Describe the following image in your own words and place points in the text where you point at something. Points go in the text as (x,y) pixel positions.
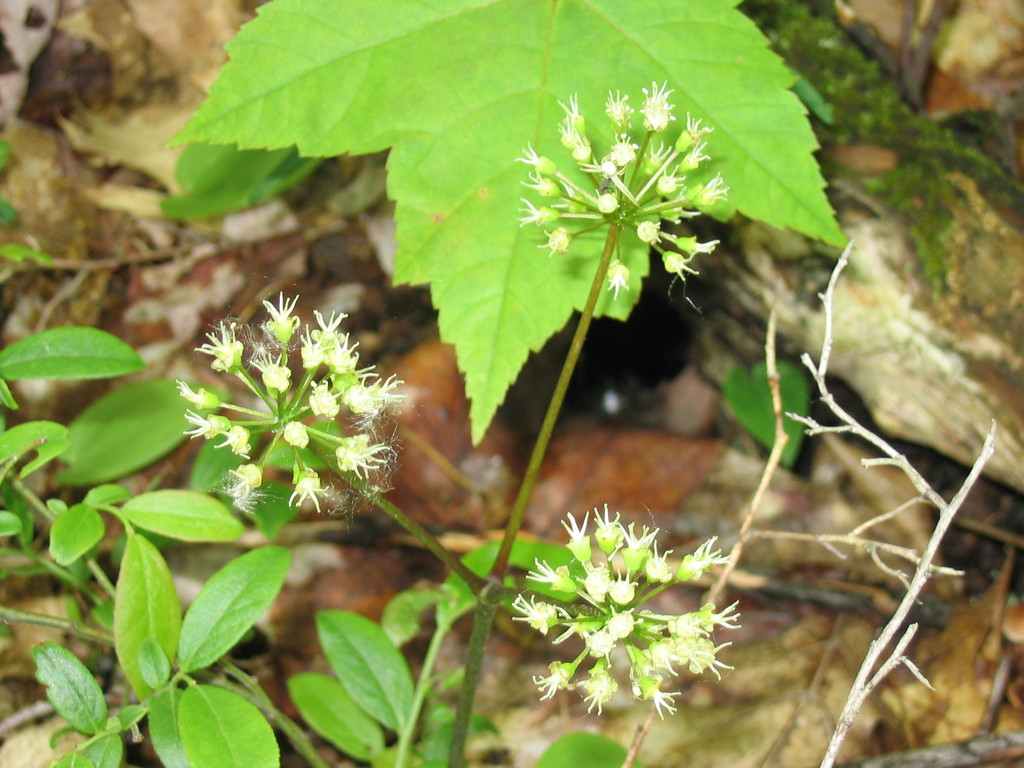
In this image we can see the flower plants (367,440) and green leaves (386,144).
